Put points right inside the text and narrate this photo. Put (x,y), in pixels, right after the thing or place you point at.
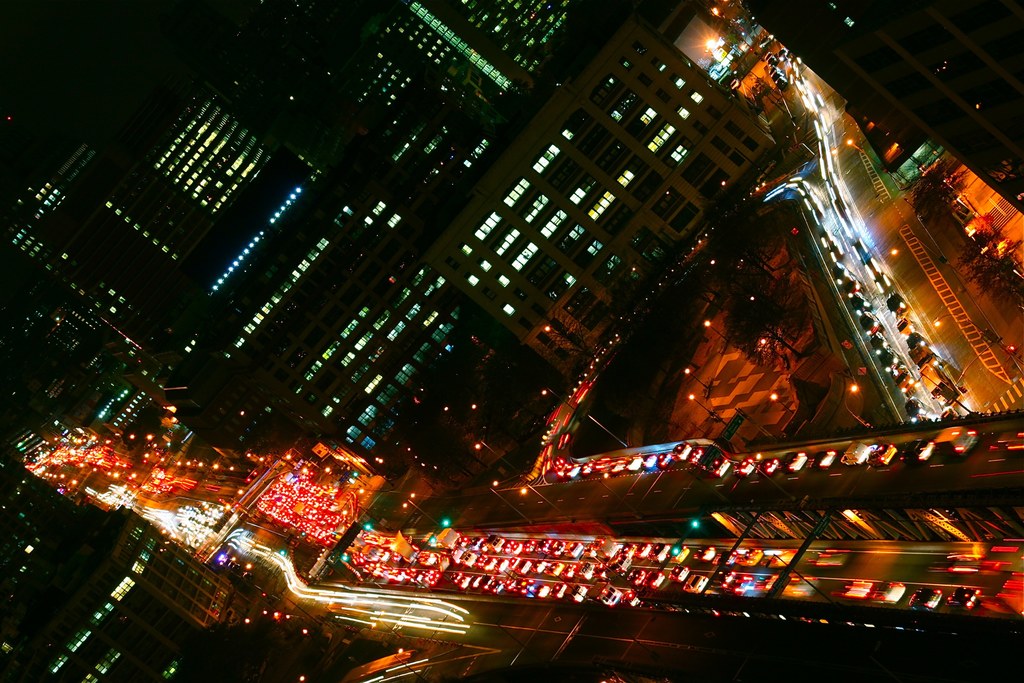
In this image there are buildings (256,158). There are roads (912,566). There are vehicles (919,360) on the roads (292,536).
